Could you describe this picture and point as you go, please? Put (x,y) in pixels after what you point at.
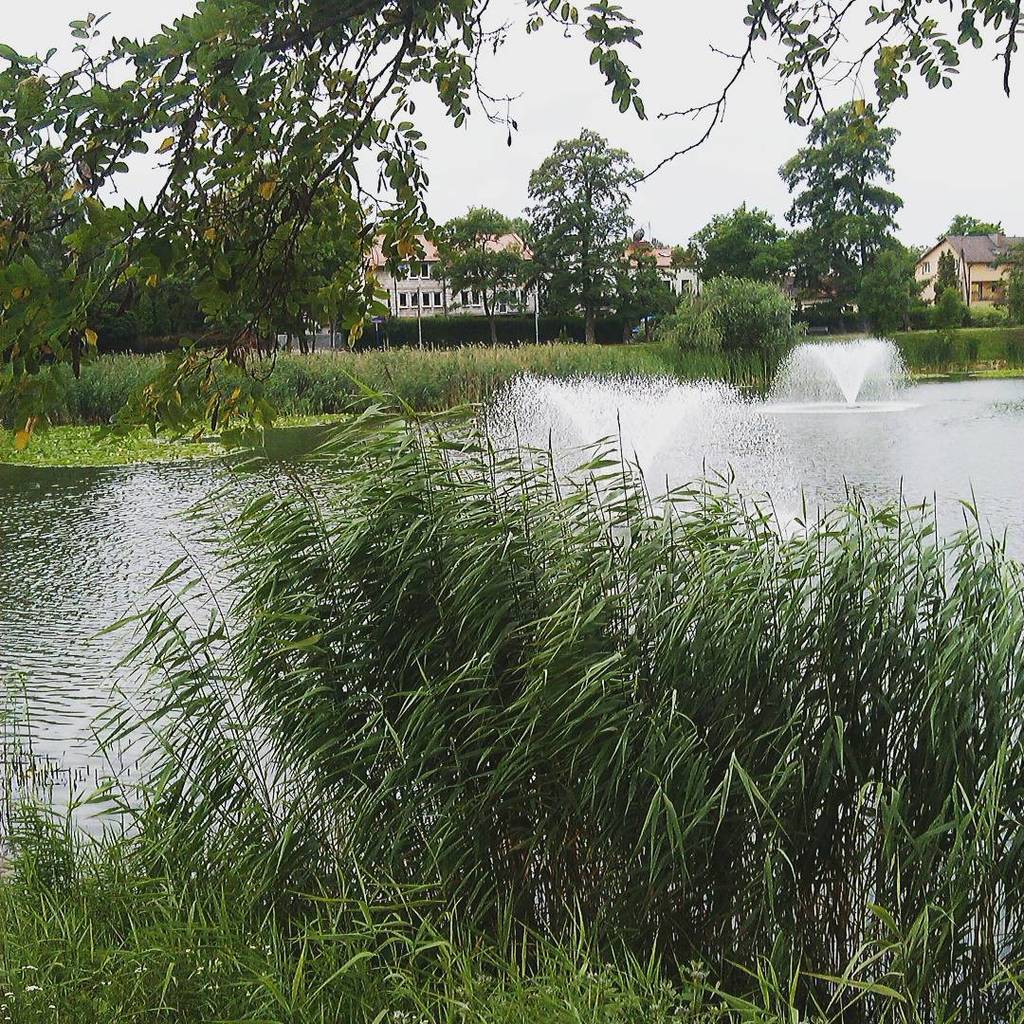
In this picture we can see plants (625,493), water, trees (889,193) and buildings (677,271). In the background of the image (530,221) we can see the sky (551,131).
